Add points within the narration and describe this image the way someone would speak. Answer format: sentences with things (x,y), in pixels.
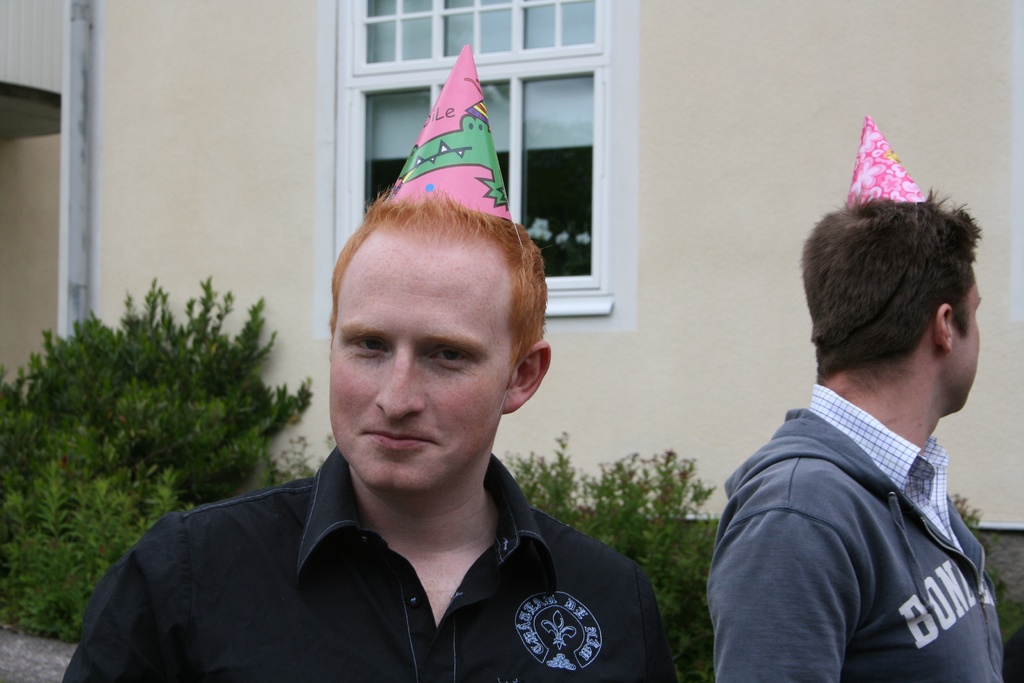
In this image we can see men (870,410) wearing birthday caps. In the background (129,341) there are windows (572,258), walls (297,123) and plants (102,423).
